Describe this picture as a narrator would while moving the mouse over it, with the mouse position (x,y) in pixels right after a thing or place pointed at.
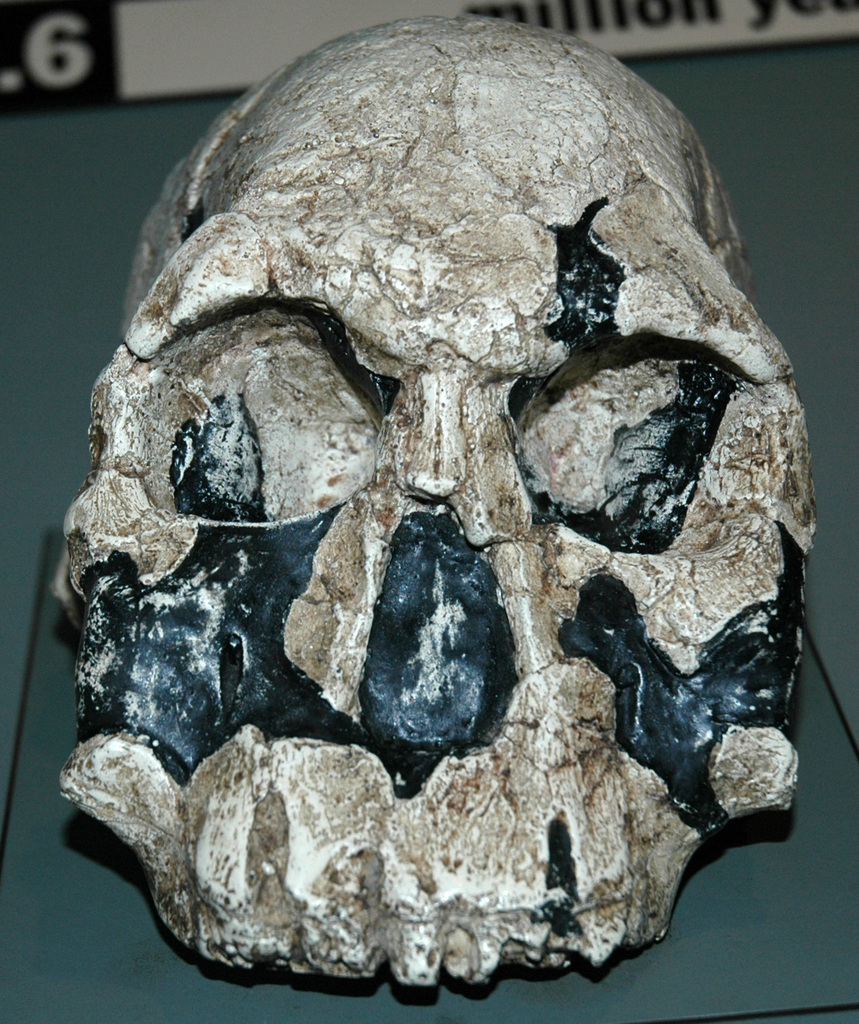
In this image, I can see a skull (322,594) on a stand (827,717) and a board (658,12). This image is taken, maybe in a hall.
